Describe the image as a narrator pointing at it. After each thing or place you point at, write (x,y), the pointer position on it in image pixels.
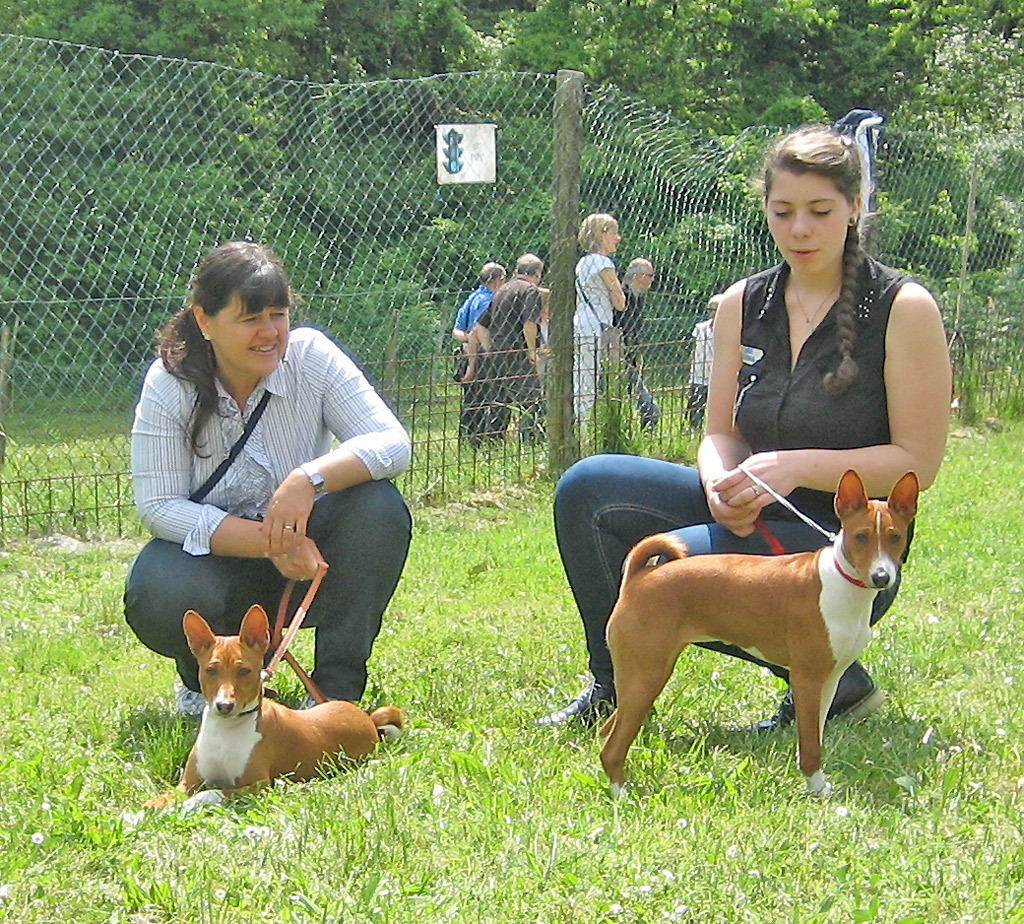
In this image we can see a few people (388,520), among them, two (389,476) are holding the dog leashes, there are some trees (280,143), grass (447,768) and the fence (548,455).
